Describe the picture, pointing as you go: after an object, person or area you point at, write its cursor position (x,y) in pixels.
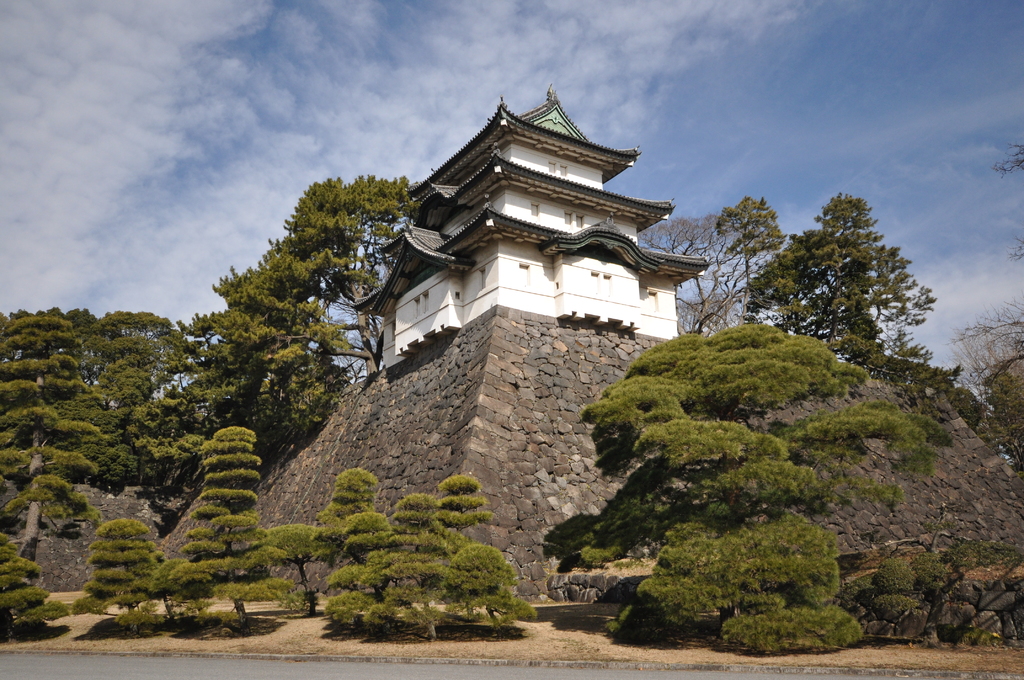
In this image, we can see a building (491,189) on the fort (359,435) and there are trees (343,388). At the top (695,141), there are clouds (336,13) in the sky (798,157) and at the bottom (268,673), there is a road (250,670).
